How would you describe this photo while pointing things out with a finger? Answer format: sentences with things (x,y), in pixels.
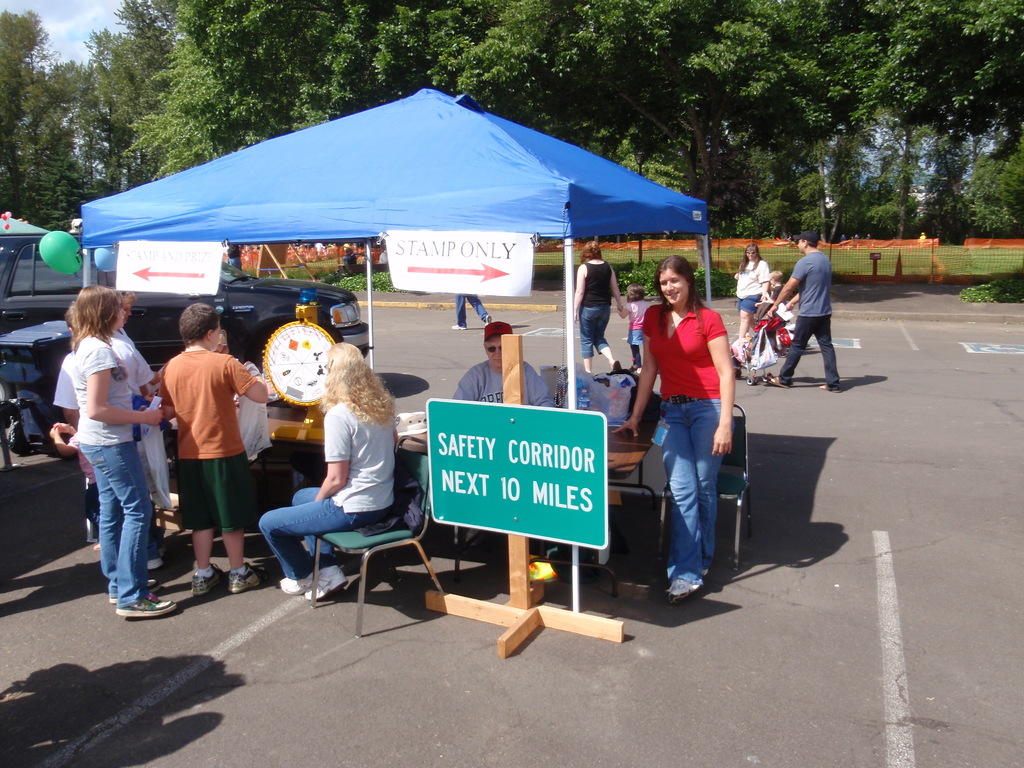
There are many persons (744,331) standing and sitting. There is a tent (396,184). And there is a sign board (483,521). There is a table (629,443) and chair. A lady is sitting on chair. There are some vehicles (16,274). On the tent (86,235) there are some balloons (59,257). In the background (485,75) there are trees (837,99).
